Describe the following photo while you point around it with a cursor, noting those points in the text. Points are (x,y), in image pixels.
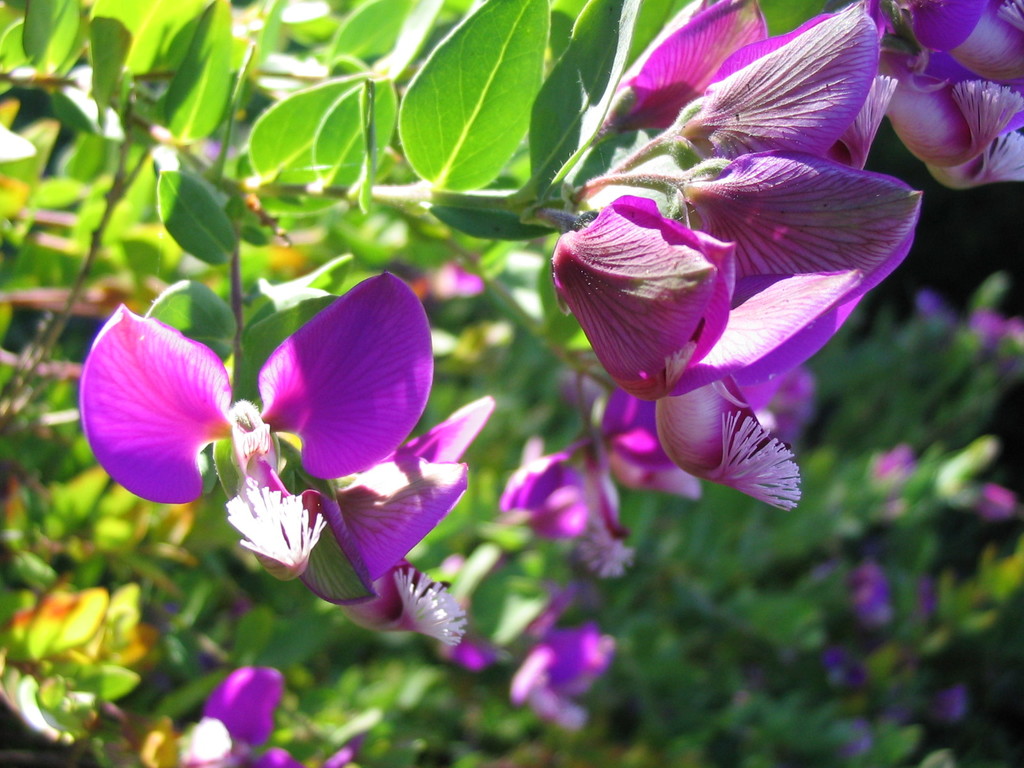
In the image I can see some violet flowers (369,419) to the plant (397,661).
